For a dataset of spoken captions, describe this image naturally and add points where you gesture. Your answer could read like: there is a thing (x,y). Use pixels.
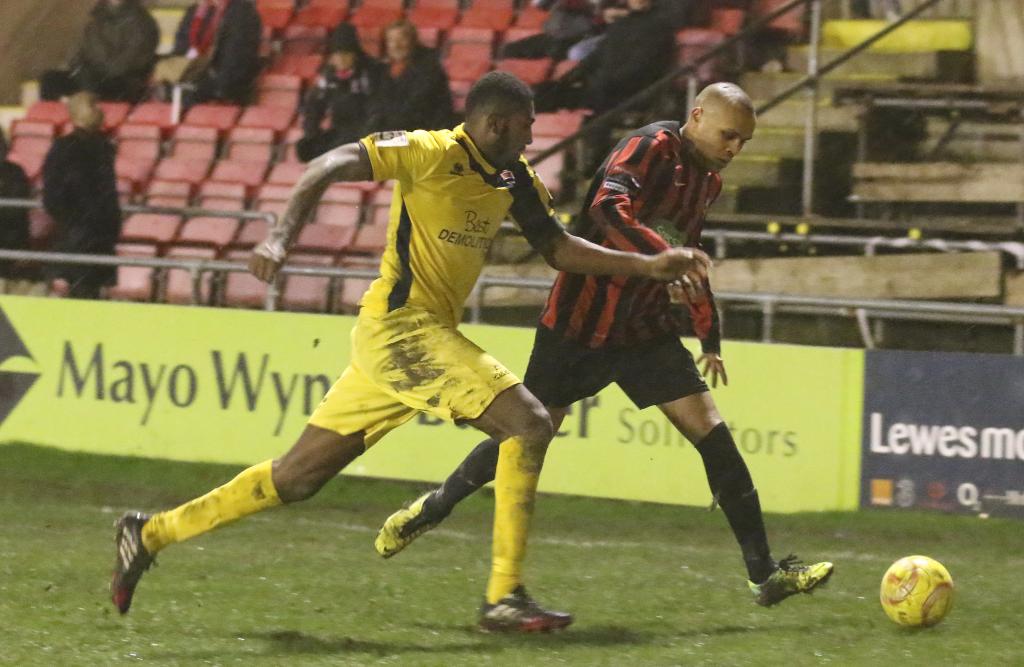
In the picture I can see a person (426,353) wearing a yellow dress (389,342), socks (148,549) and shoes (141,557) and another person (632,392) wearing a black dress (651,298), socks (463,485) and shoes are running on the ground (597,569). Here we can see a yellow color ball (903,597) on the ground (957,548) which is on the right side of the image (938,621). In the background (645,454), we can see boards (134,326) and a few people (93,139) sitting on the chairs (551,159) which is in the stadium (785,83).
